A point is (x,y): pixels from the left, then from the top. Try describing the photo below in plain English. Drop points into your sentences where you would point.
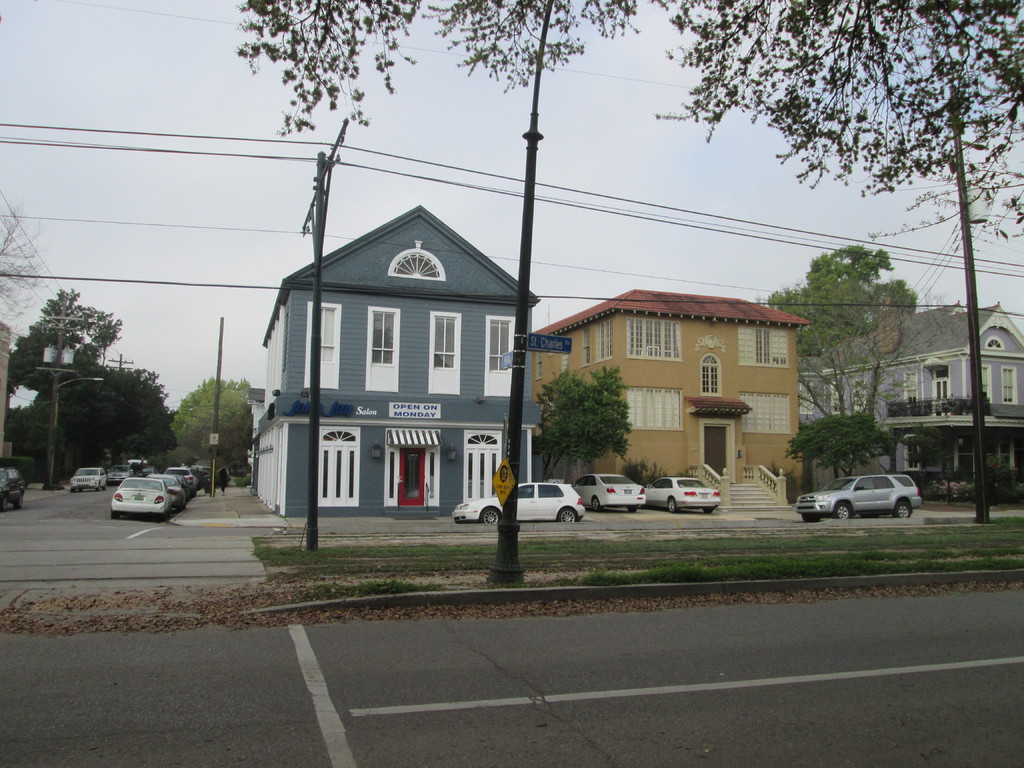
In this picture we can see few poles (518,355), sign boards (563,344) and cars (846,499) on the road (762,526), in the background (230,392) we can find few trees (160,424) and houses (754,429).
